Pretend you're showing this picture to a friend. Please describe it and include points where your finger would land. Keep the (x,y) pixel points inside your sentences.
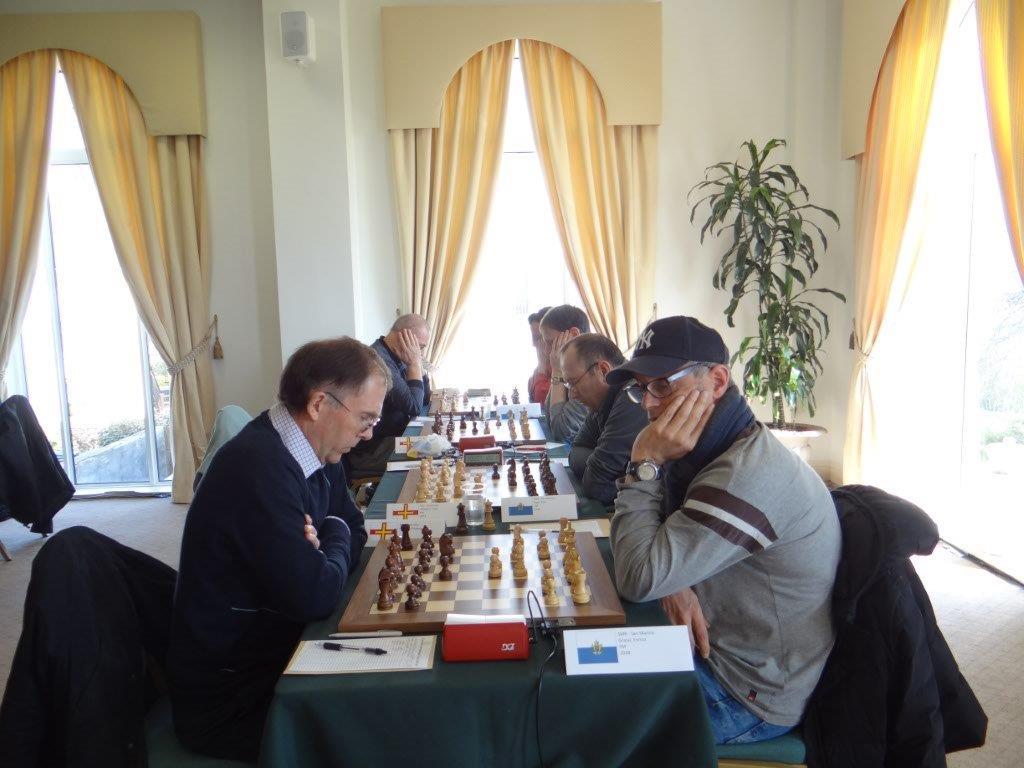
In this picture we can see a group of people (597,449) sitting on chairs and playing chess where chess boards (433,603), pen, papers (355,657), glass (469,525) are placed on table (362,561) and beside to them we have flower pot (784,425) with plant (758,218), curtains (864,206) to windows (116,431).
